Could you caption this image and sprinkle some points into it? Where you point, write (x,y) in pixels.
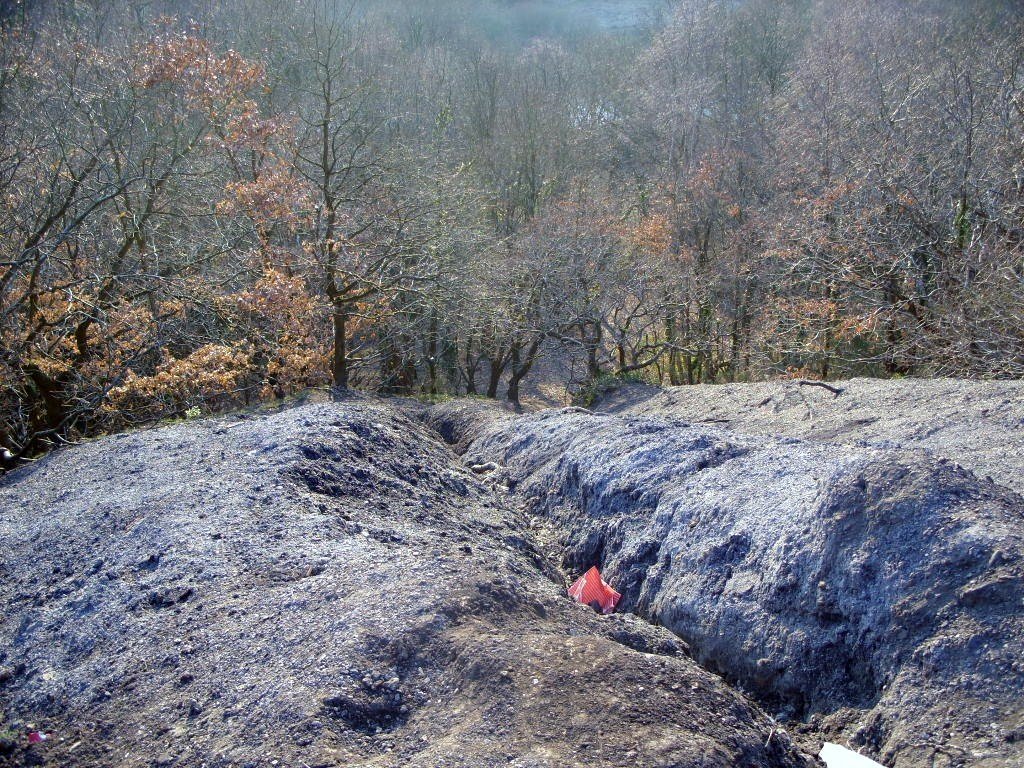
In this image I see the rocks (587,481) and I see the red color thing (600,590) over here. In the background (68,403) I see number of trees (709,209).
